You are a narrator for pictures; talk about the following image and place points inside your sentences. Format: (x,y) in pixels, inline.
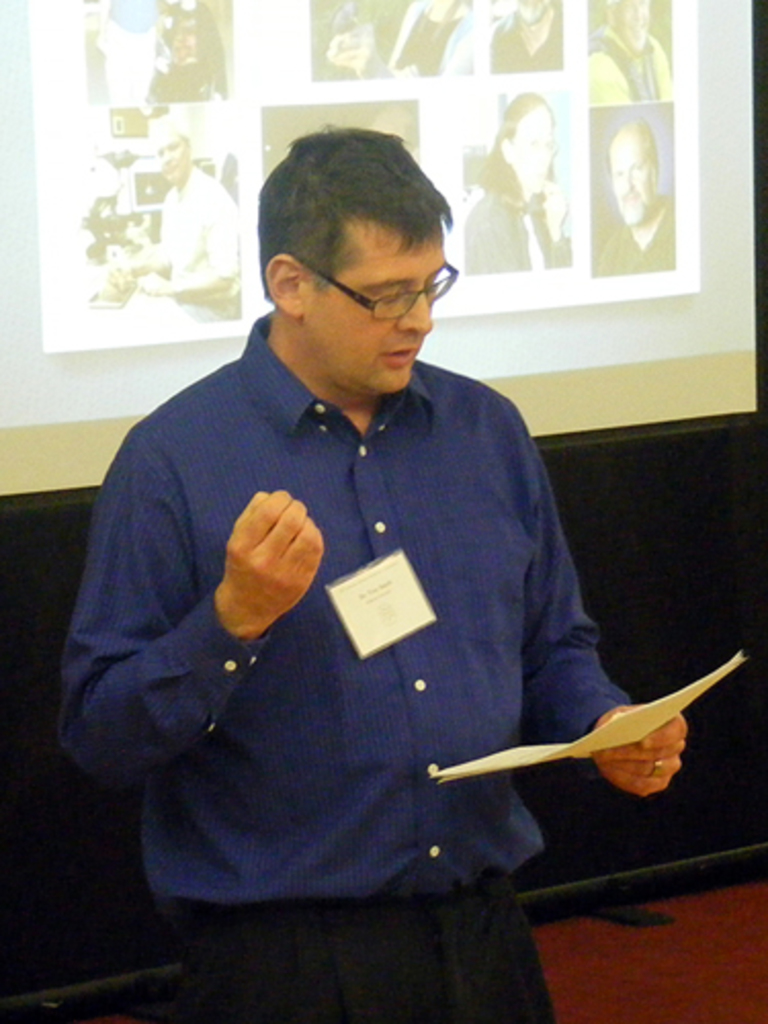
In this image, I can see a person (455,806) standing and holding the papers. Behind the person (349,440), there is a screen (134,61) with the pictures (206,74) of the people (194,69). At the bottom of the image (637,1003), I can see the floor (617,962).
